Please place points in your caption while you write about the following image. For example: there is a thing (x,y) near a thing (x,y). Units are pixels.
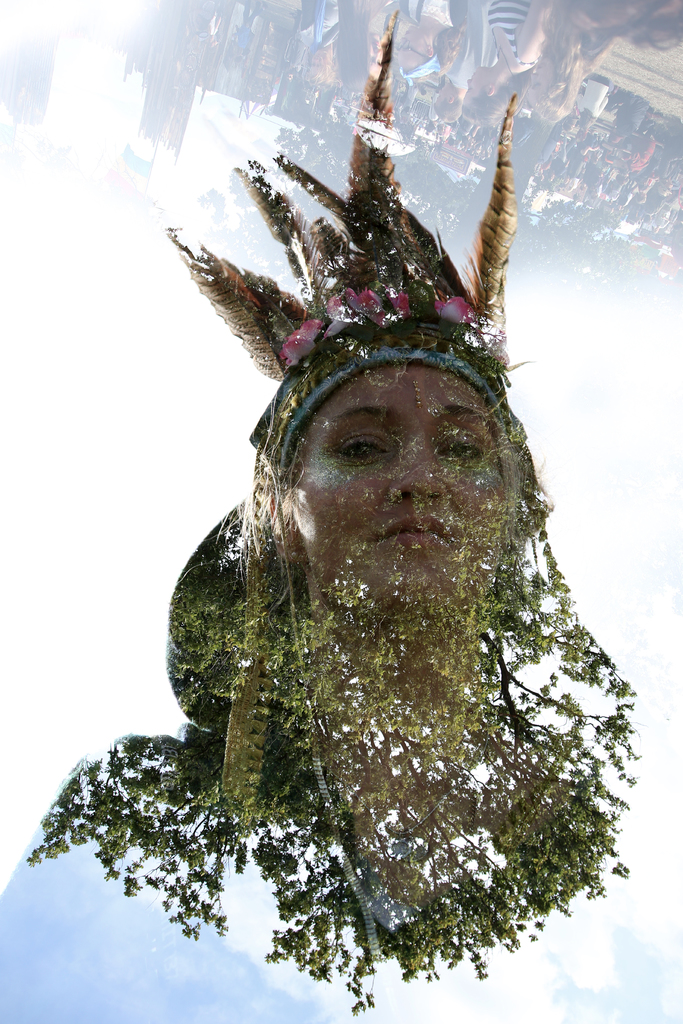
In this image I can see the edited picture in which I can see a person's face (441,521), few trees (403,715), few persons (472,86) standing, few buildings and the sky (46,131).
